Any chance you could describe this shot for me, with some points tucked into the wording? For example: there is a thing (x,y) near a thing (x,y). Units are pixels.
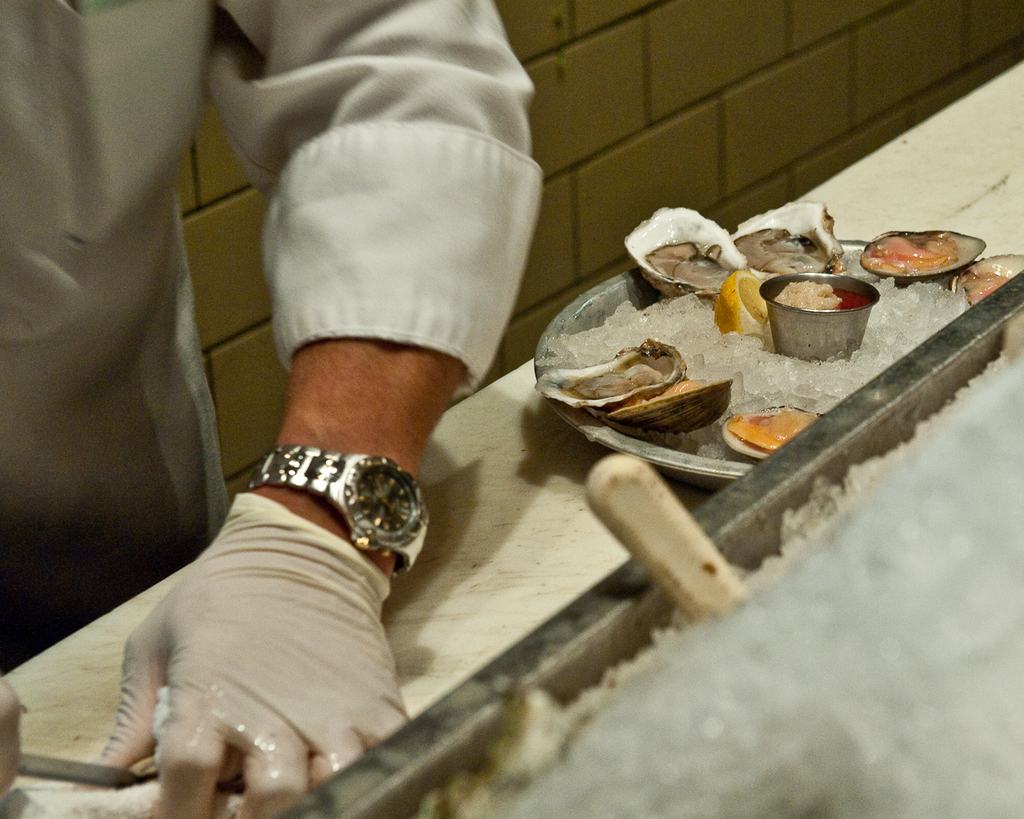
In this picture we can see a man (190,295), he wore a glove (312,602), in front of him we can find ice (822,407) and few other things (778,273) in the plate (725,357), and we can see a wristwatch (361,497).
